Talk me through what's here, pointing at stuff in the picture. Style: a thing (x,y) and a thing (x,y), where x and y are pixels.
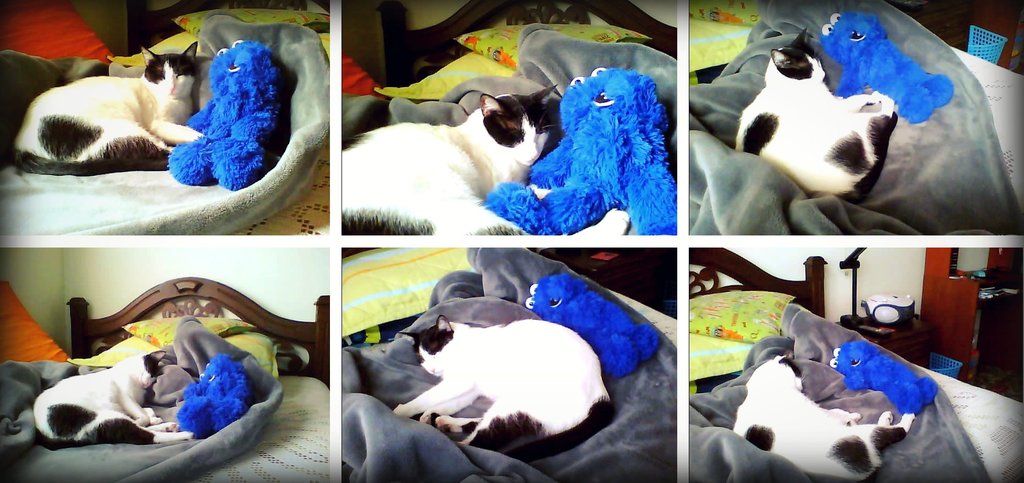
This is an edited picture. In this picture, we see six images collages. Here, we see a cat (71,174) lying on the bed (324,178) beside the blue color toy (252,140). In all the images, we see cat (557,357) lying on the bed (811,301) beside the blue color toy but in different angles. In the right bottom of the picture (915,332), we see a table (927,329) on which box (881,315) is placed. Beside that, we see a cupboard (962,335) and a blue basket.
